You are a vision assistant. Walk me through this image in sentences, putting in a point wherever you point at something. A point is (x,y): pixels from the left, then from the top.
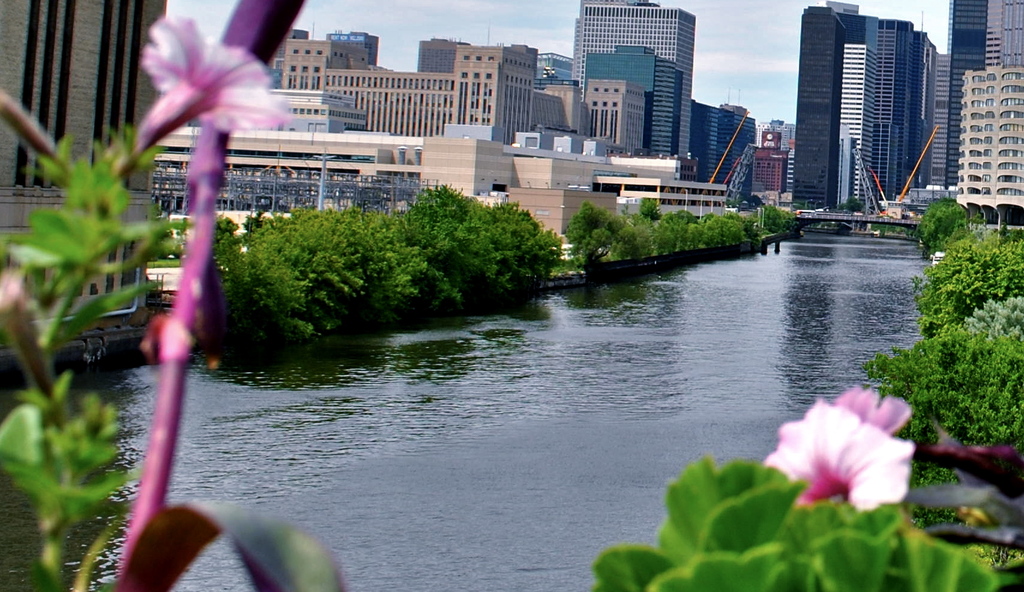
In the image there is a canal (534,438) in the middle (670,332) with plants (946,223) on either side of it followed by buildings (500,123) in the background (1011,139), in the front (207,102) there is a flower plant (821,487) and above its sky (749,36) with clouds (444,12).
